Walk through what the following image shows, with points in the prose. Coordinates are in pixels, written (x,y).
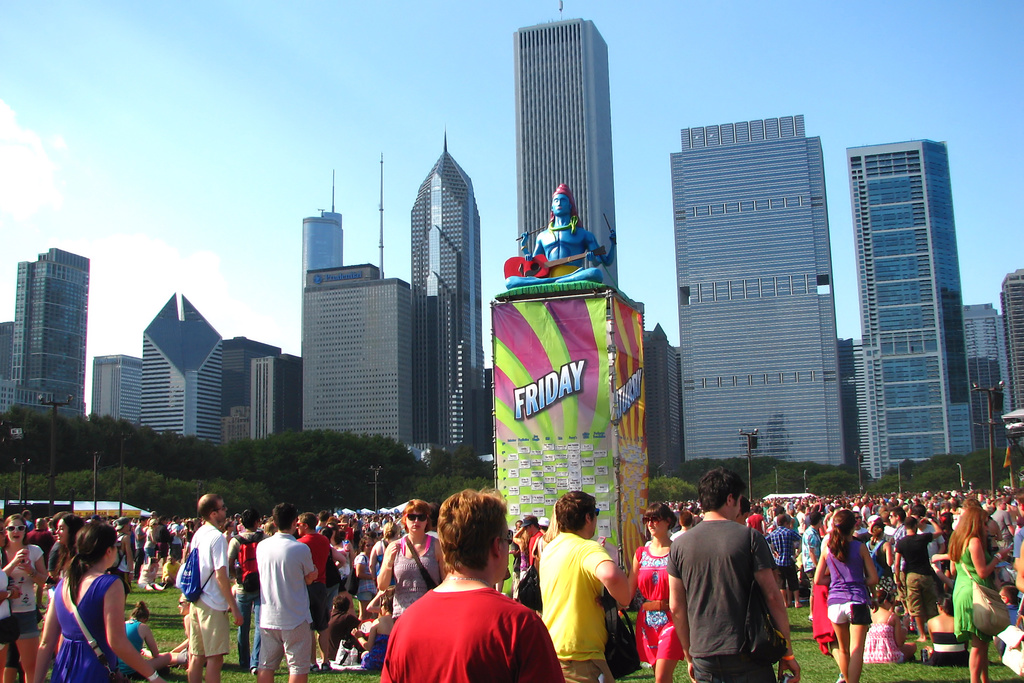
This picture shows a few buildings (468,257) and we see few people (443,581) standing and few people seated on the ground (228,666) and we see grass (236,650) on the ground (797,630) and we see few women (846,627) wore handbags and a man (215,665) wore a backpack (192,554) on his back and we see trees (136,491) and poles (959,463) and a blue cloudy sky (263,185).
